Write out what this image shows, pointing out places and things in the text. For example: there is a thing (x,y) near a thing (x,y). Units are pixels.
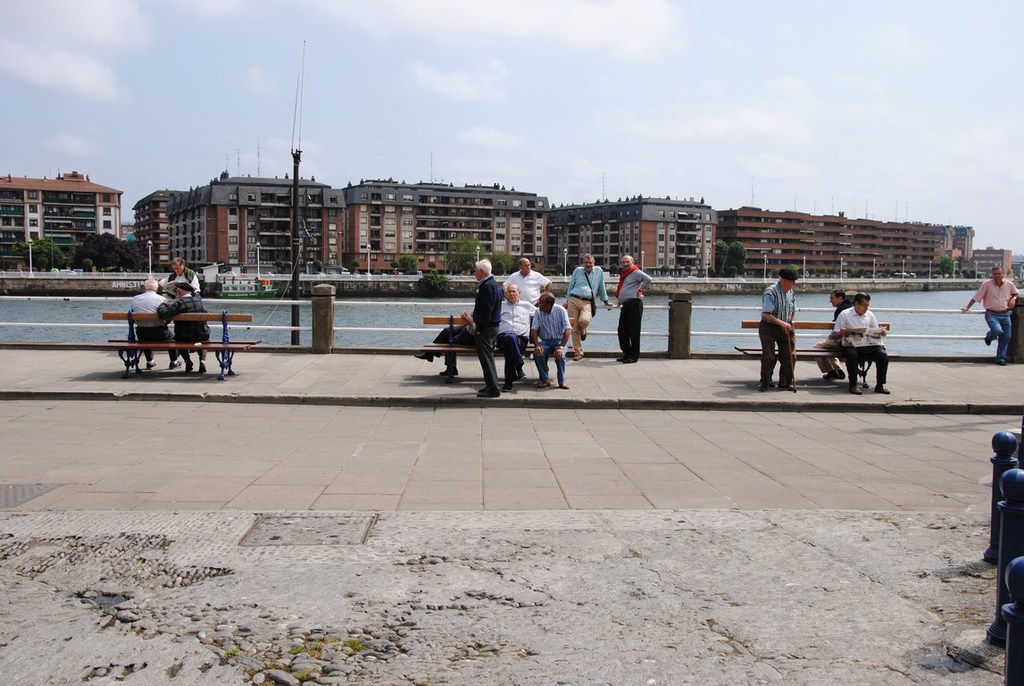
In the image we can see there are people (518,337) who are sitting on bench (808,347) and few people (578,346) are standing and the other side there is lake (663,327) and there are buildings (2,236) beside the lake (982,326).
